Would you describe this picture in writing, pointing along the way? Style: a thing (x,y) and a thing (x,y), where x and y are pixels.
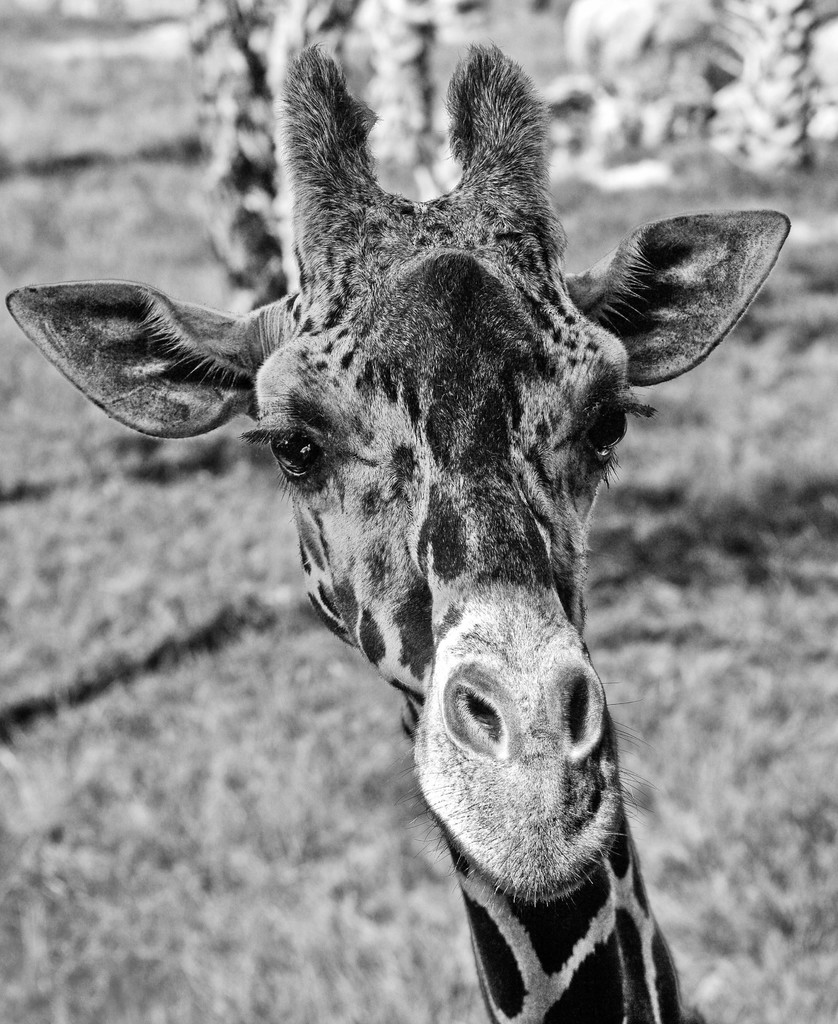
This is a black and white image of a giraffe (441,778). In the background (256,79) it is blurred.
